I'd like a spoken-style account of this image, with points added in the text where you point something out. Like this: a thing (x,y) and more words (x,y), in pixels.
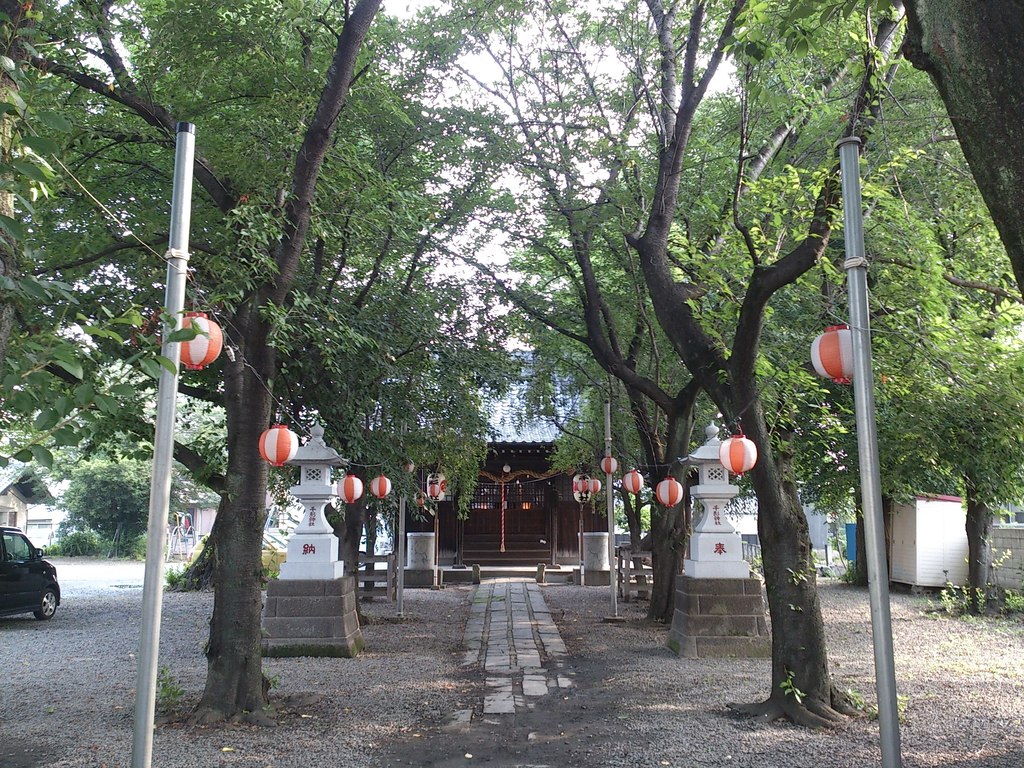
In this image there is a house (507,461). Before it there is a path (514,583). On both sides of the path (499,597) there are pillars (346,631) on the land (580,672) having few poles (150,519) which are connected with wire (372,465) having few lanterns (271,434) attached to it. Left side (6,562) there is a car (12,545) on the land (31,637). Behind it there are few trees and buildings (56,526). Right side (1014,565) there is a wall (1003,545). Before it there are few trees (800,477) on the land (465,752).
